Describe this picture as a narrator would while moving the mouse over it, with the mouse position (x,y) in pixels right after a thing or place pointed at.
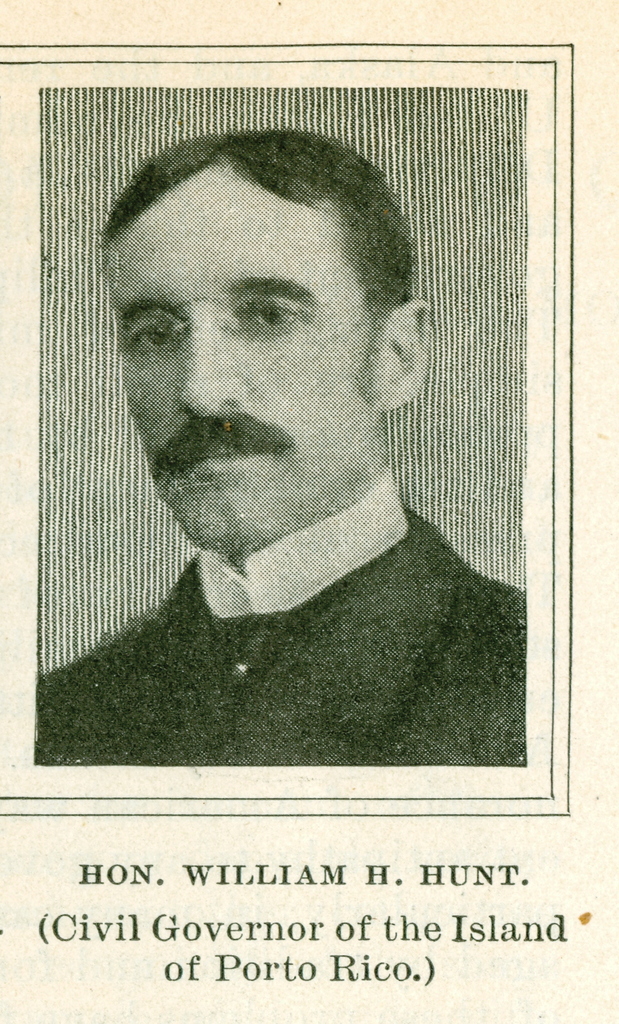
In this image we can see a black and white picture of a person (274,422). On the bottom of the image (497,925) we can see some text (328,900).
